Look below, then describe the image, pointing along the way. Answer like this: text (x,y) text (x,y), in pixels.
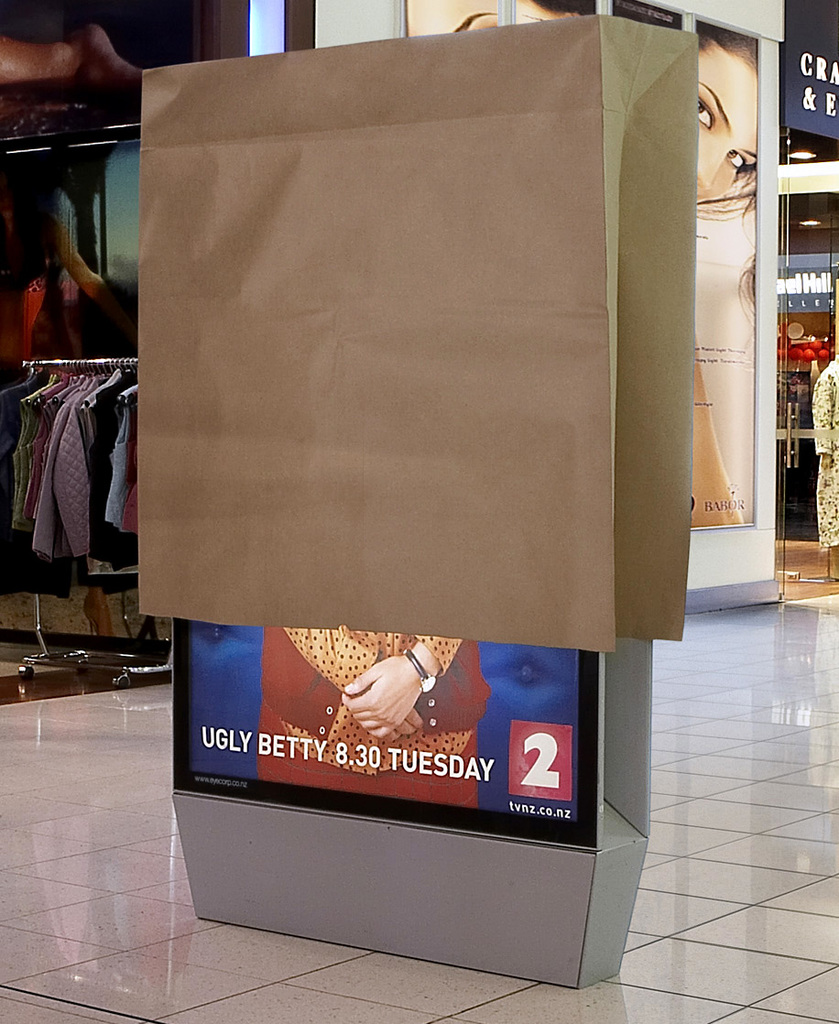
In the picture I can see an LED board (498,660) is covered with paper bag (517,618). In the background (92,449) I can see clothes (101,493), boards (712,418) which has photos (721,266) of women (721,266) and some other objects (828,201).
